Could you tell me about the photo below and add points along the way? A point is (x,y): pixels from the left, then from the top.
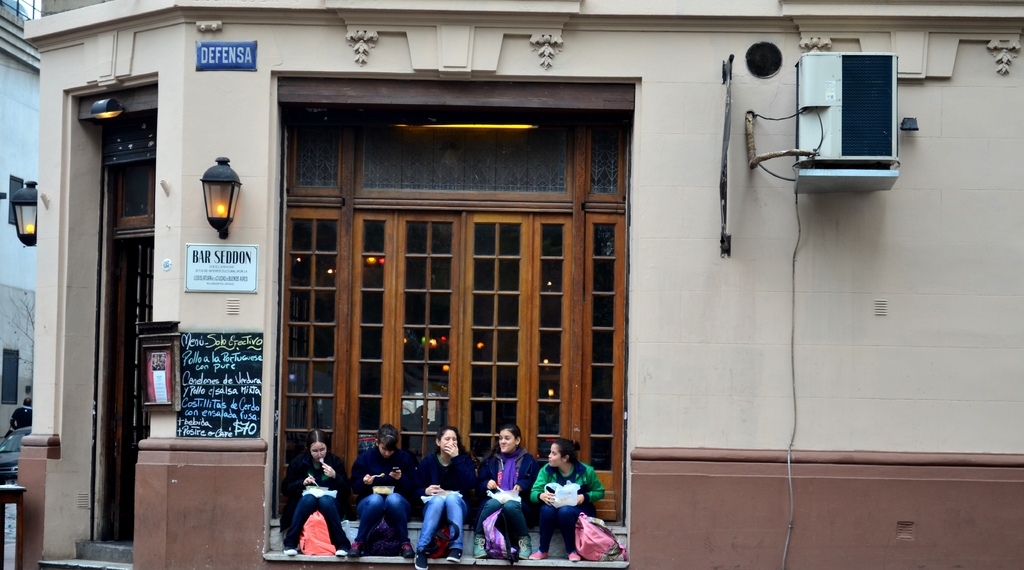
In this image there are few women (317,454) are sitting before a door (484,394) of a building (574,344). Few lamps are attached to the wall (823,277) of the building (613,510). Woman (577,470) wearing green jacket (566,481) is holding bag (577,490) in her hand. Beside her there is a bag (602,546) on the floor (555,561). Left side (319,505) there are two women (393,500) having boxes (308,491) on their laps (373,508). they are holding spoons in their hands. Left side there is a car (7,461). Behind there is a person (21,421). Behind there is a house (5,348).
